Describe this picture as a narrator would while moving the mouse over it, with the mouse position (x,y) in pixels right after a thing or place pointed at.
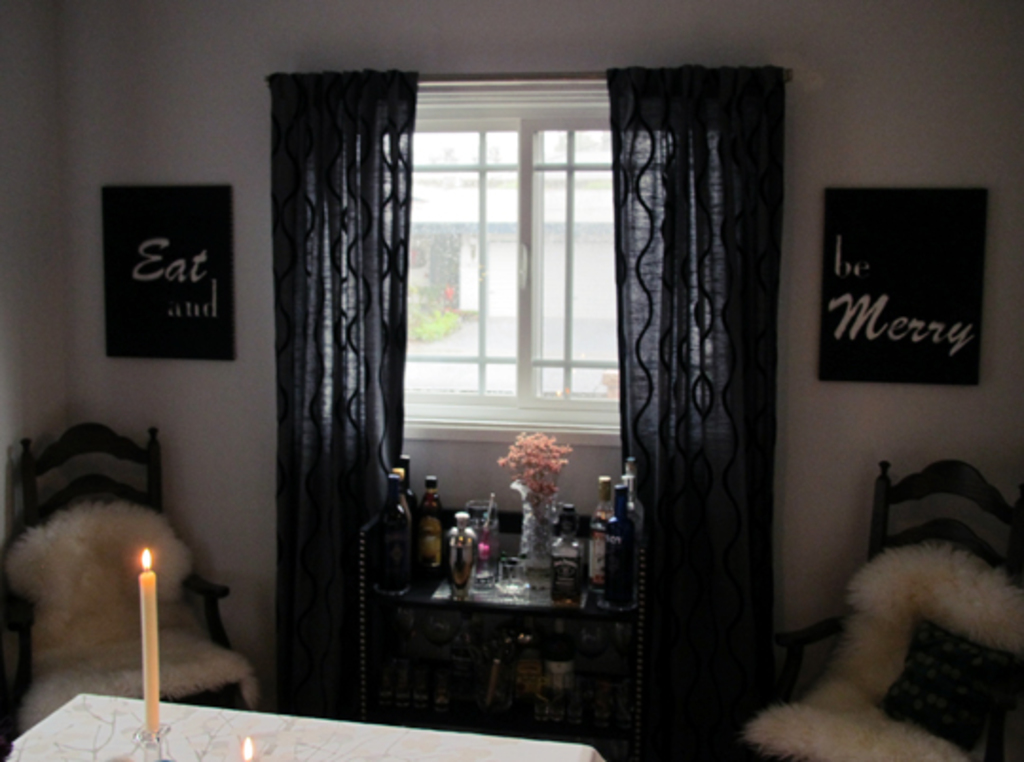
In this picture I can see there is a table (479,749) and there are few candles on it. There is a window (436,333) and there is a curtain (666,234), there is a table (424,578) with few wine bottles (427,481) placed on it. There are photo frames (867,230) on the wall (962,418), there is a building (504,308) visible from the window (569,296).
